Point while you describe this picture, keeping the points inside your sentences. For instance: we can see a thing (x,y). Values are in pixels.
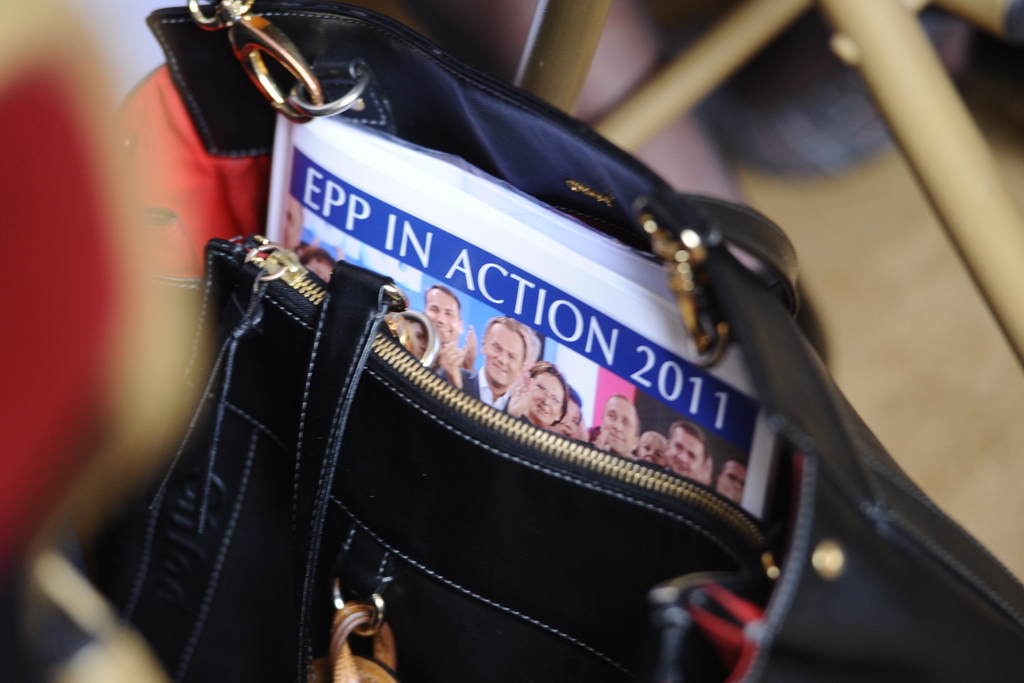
In this picture we can see a bag (382,465) which is in black color. And there is a book (575,310) inside the bag (560,651).
